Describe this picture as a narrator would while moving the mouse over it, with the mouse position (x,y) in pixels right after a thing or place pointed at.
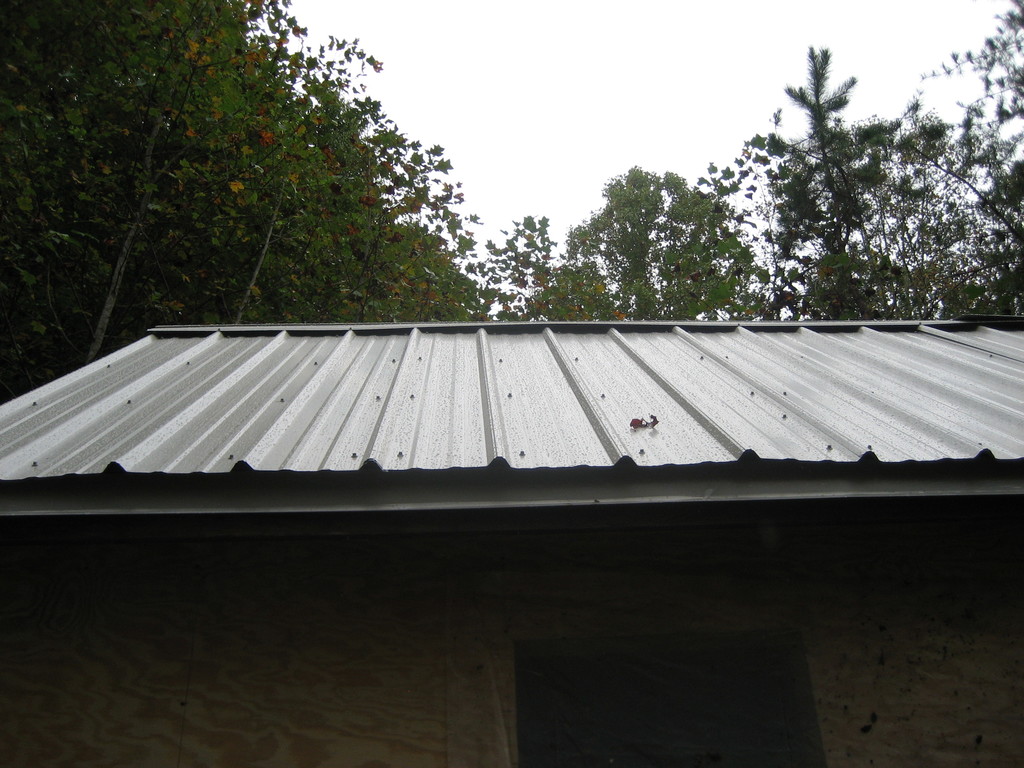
In this image there is a shed (1011,535) behind that there are so many trees (867,137).
